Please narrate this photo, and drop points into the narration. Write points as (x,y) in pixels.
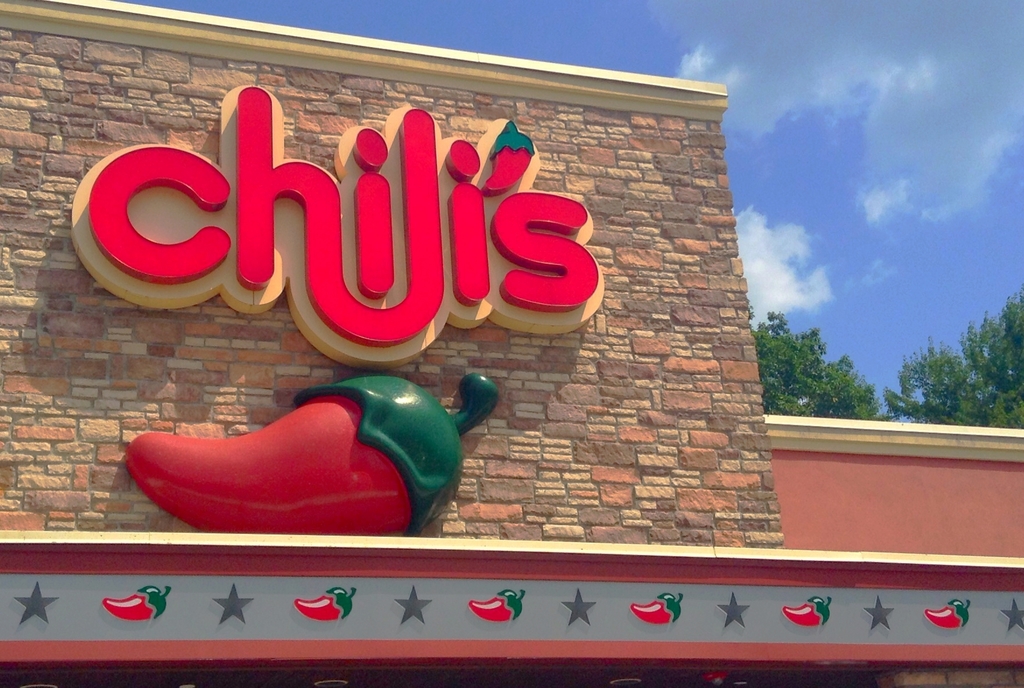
In this picture I can observe a wall (40,100). There is some text (478,256) on the wall (25,99). On the right side (810,347) I can observe some trees (922,366). In the background (829,178) there are some clouds (785,226) in the sky (821,163).
